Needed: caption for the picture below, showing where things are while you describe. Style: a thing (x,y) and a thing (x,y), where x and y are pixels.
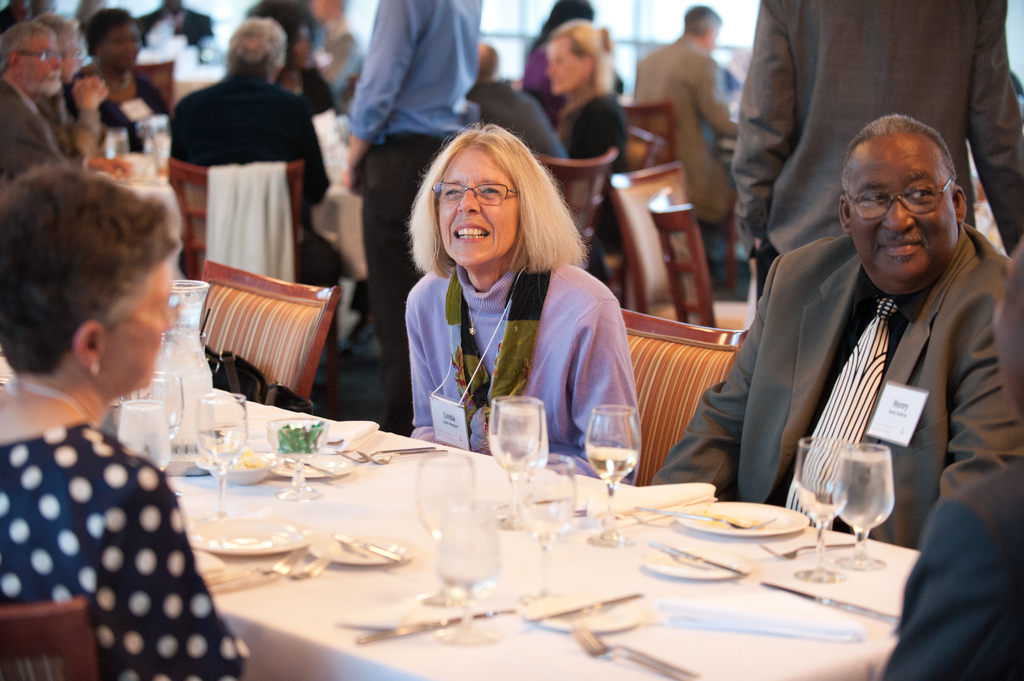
In this image I can see few people (457,346) are sitting on the chairs (684,415) around the table (359,649). The table (399,645) is covered with a white cloth (312,631) and there are some glasses (459,499), plates (681,510), spoons (667,513) are there on it. In the background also there are some tables (193,76).
